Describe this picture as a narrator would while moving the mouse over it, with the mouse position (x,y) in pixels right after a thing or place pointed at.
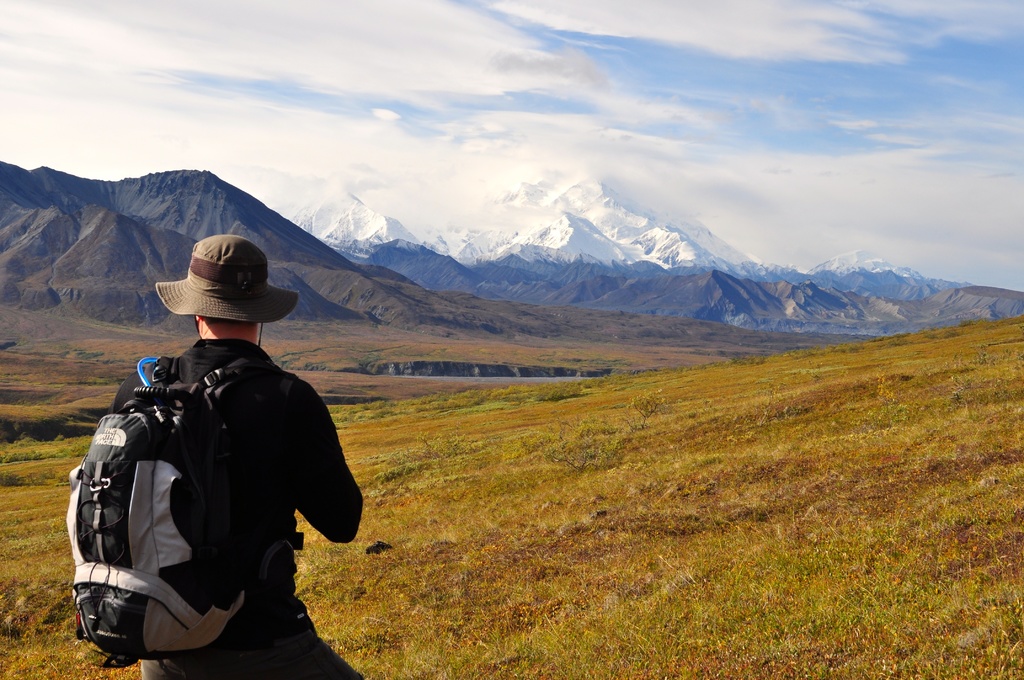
In this picture we can see person (276,383) wore cap (191,314) carrying bag (91,531) and standing on grass (564,527) and in background (78,229) we can see mountains (465,237), sky (422,122) with clouds (444,128).
